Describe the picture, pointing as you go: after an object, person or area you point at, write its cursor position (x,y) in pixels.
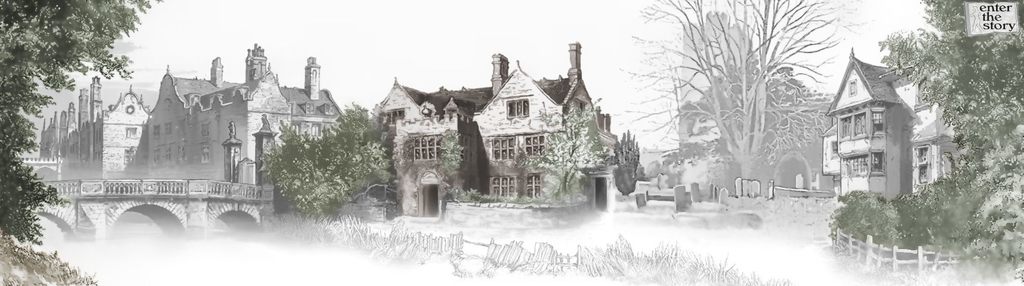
This is the image of a poster (584,168) where there are few buildings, trees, a bridge (118,206) and the sky (358,24).
